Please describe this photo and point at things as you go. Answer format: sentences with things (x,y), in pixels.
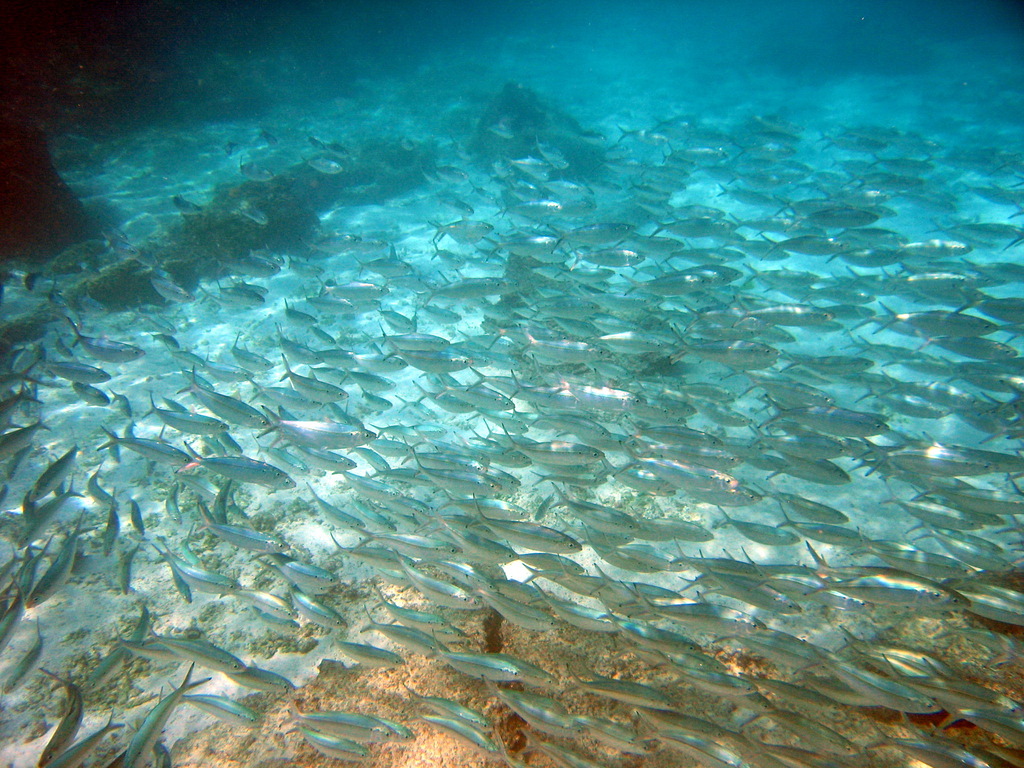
In this picture we can see fish (157,459) in the water (215,339) and other objects (218,214).
